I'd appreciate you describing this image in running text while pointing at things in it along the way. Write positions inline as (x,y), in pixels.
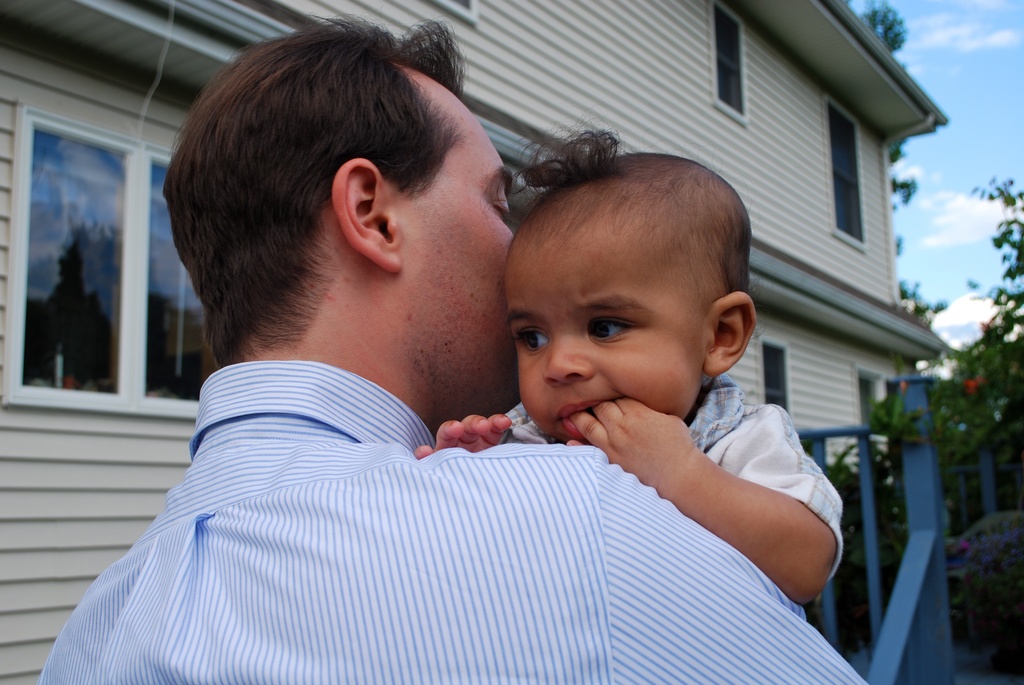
In this image I can see two people (594,529) with white and blue color dresses (604,528). To the right (900,505) I can see the plants (875,500) and blue color railing (925,461). I can also see the red color flowers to the plants (944,393). In the background (709,54) I can see the building (919,111), clouds (972,305) and the sky (914,160).
